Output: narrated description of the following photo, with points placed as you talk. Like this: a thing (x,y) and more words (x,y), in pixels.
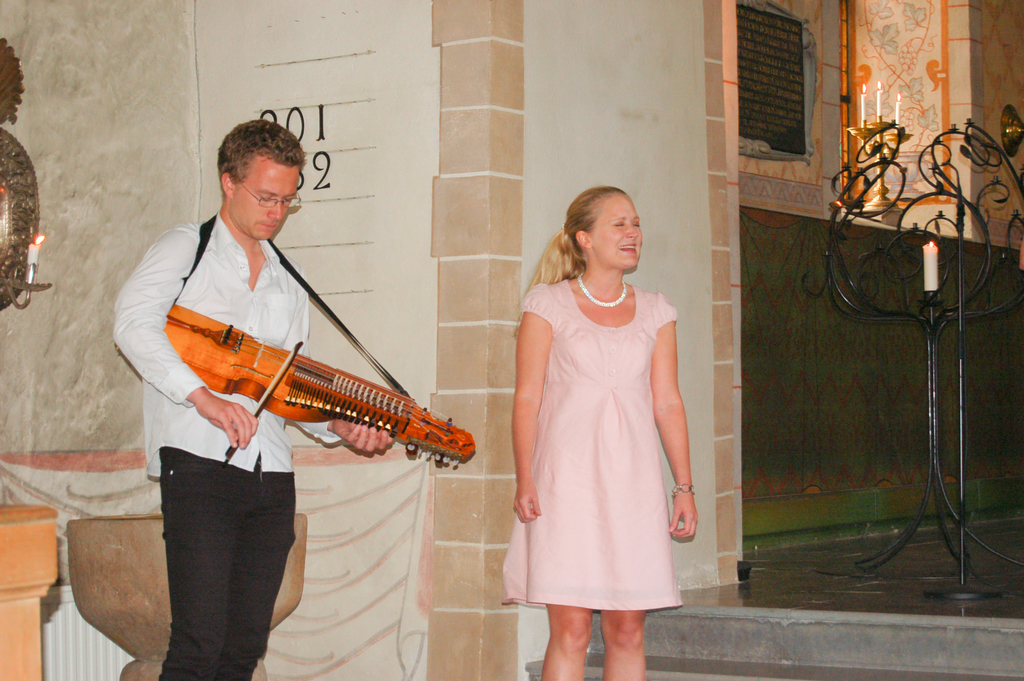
This is the picture where we have two people (171,353) standing one among them is a lady (581,474) who is in pink dress (573,419) and the guy (178,283) in white shirt (154,300) and black pant (210,488) holding a musical instrument (437,434) and beside them there is a stand (924,171) on which there are some candles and to the other side there is a stand (8,237) with candle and a desk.
